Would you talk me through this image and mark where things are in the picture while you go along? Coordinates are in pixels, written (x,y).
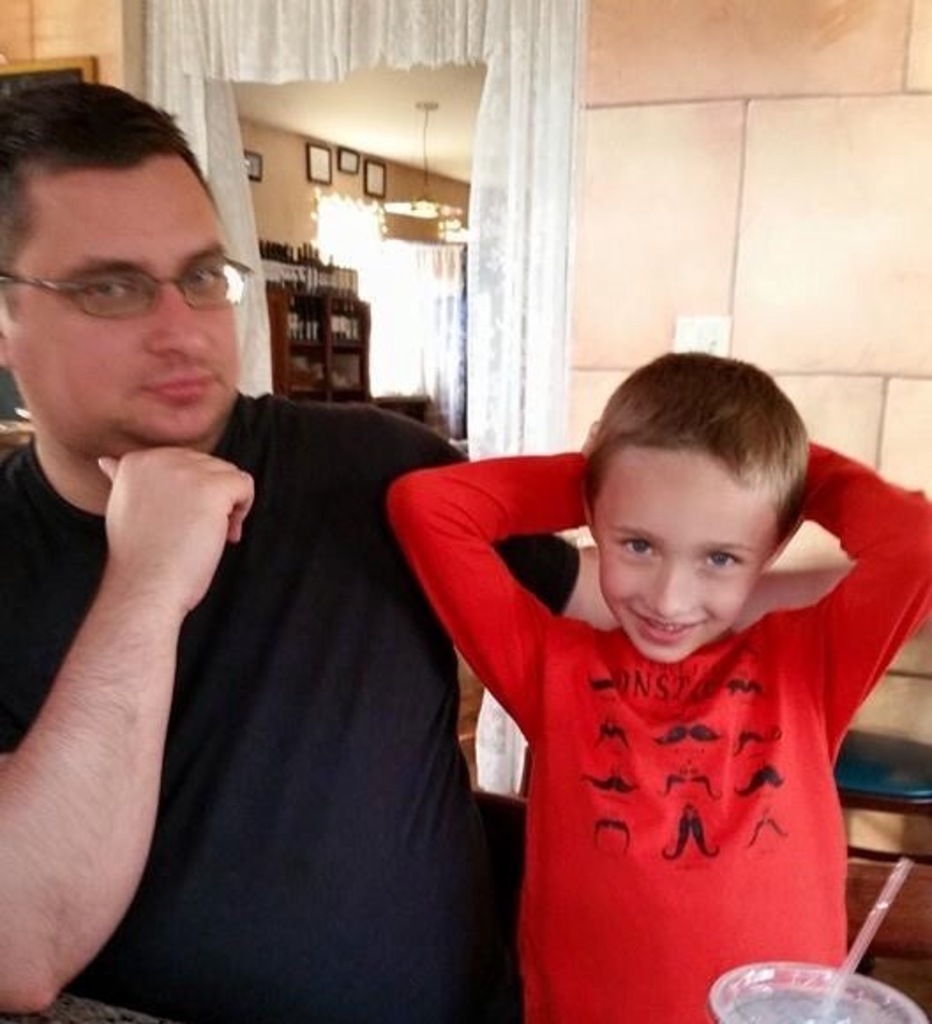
In this image we can see a man (154,405) and a kid (584,454) at the table (76,1016). On the table (66,1023) we can see glass (796,989) and straw (847,968). In the background (557,72) we can see door (436,79), curtain (175,65), wall (740,272), photo frames (18,67) and beverage bottle (303,326) arranged in shelves (321,376).
